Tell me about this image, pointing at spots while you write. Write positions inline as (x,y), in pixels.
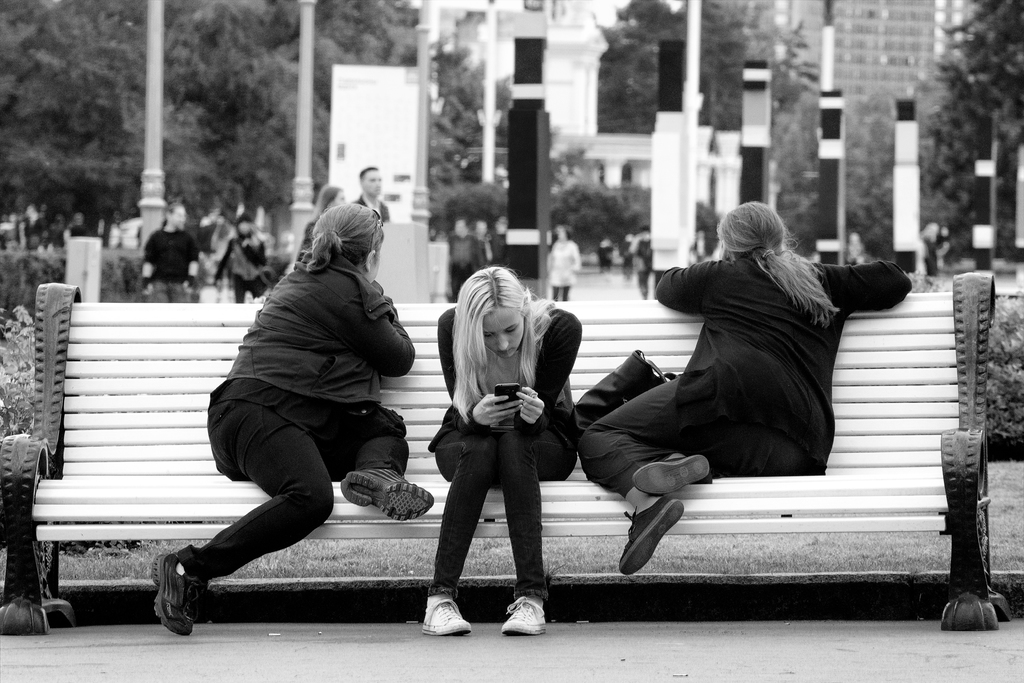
Black and white picture. Front these 3 women (333,368) are sitting on a bench (156,448). This woman (532,453) is holding a mobile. Far these persons (190,242) are standing and we can able to see buildings (905,86), trees (200,114) and poles (306,87).
